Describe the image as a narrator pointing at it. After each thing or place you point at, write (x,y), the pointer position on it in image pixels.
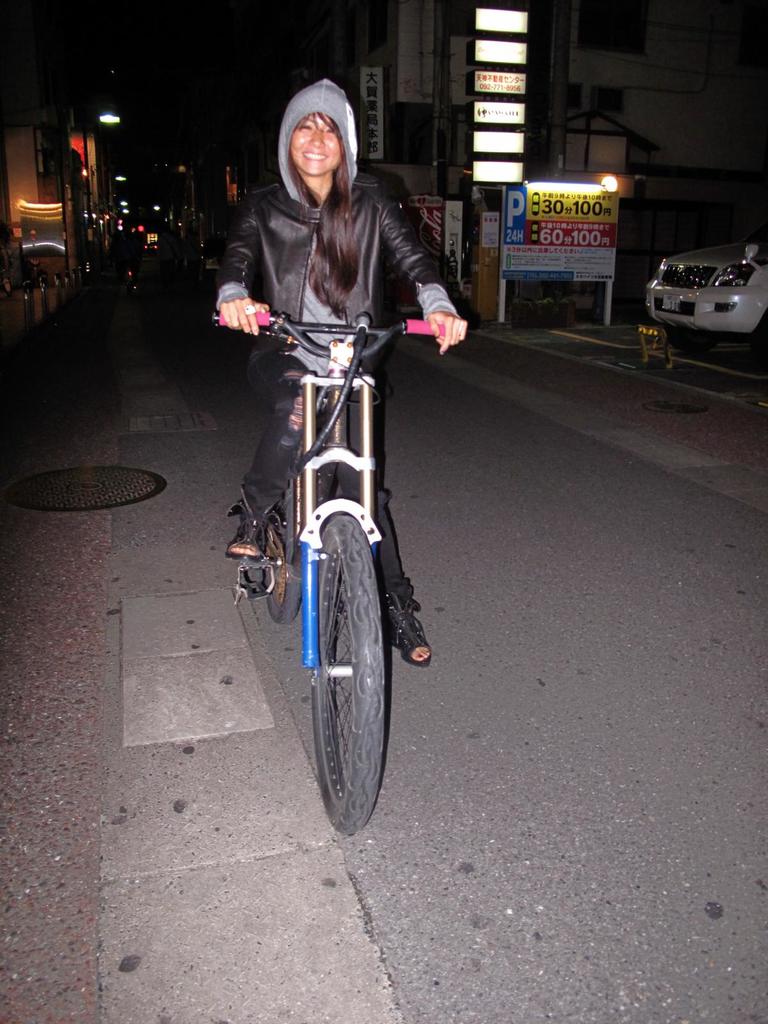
In this image I can see a woman (270,366) is on her cycle (334,507), in the background (696,291) I can see a vehicle (673,256) and number of buildings (706,196). I can also see a smile on her face (312,162).
